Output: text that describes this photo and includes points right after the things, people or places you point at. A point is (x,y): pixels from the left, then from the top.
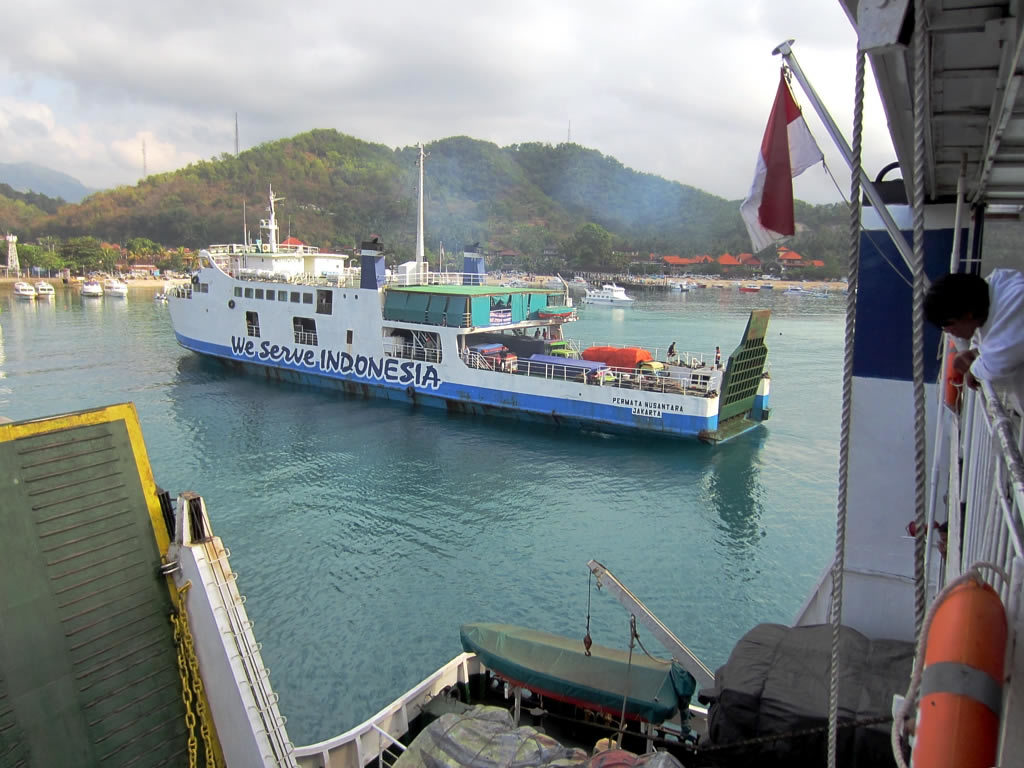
In this image there are ships (455,317) in the water (123,310). On the right side of the image (1003,349) there is a person (1018,357) standing on the ship (964,435). There is a flag (759,182). In the background of image (745,183) there are buildings (792,264), trees (435,190), towers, mountains (64,182) and sky (420,69).
